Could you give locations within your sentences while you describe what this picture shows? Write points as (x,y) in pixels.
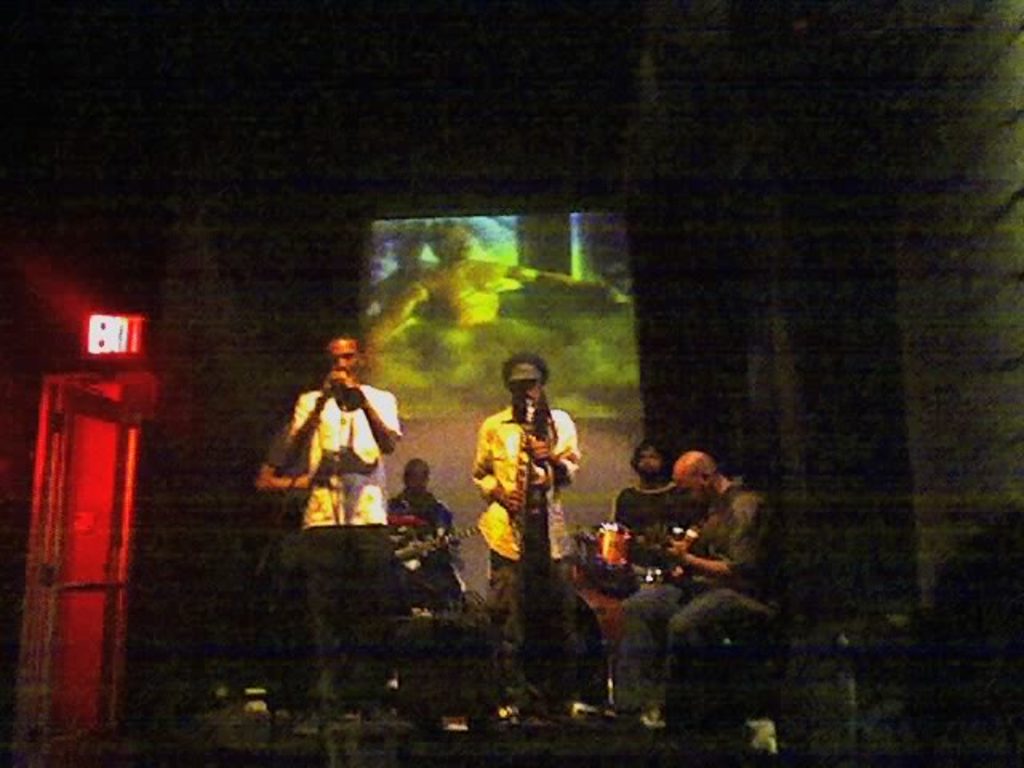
Here we can see a group of people (688,470) playing musical instruments (591,570) and behind them we can see is a projector screen (388,311) and beside them we can see a exit (77,515).
